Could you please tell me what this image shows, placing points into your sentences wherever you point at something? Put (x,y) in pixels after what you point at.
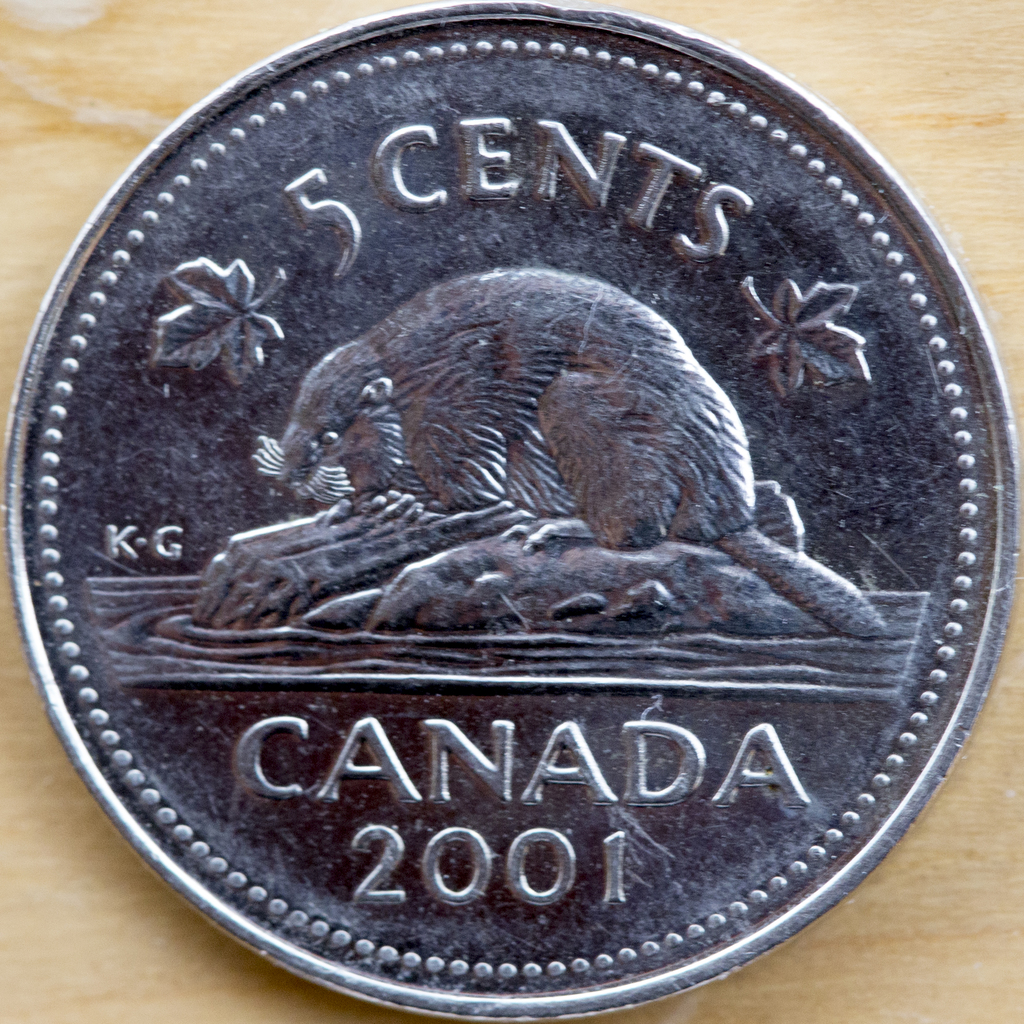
In this image there is a coin (443,655) of 5 cents on the table (27,874).
